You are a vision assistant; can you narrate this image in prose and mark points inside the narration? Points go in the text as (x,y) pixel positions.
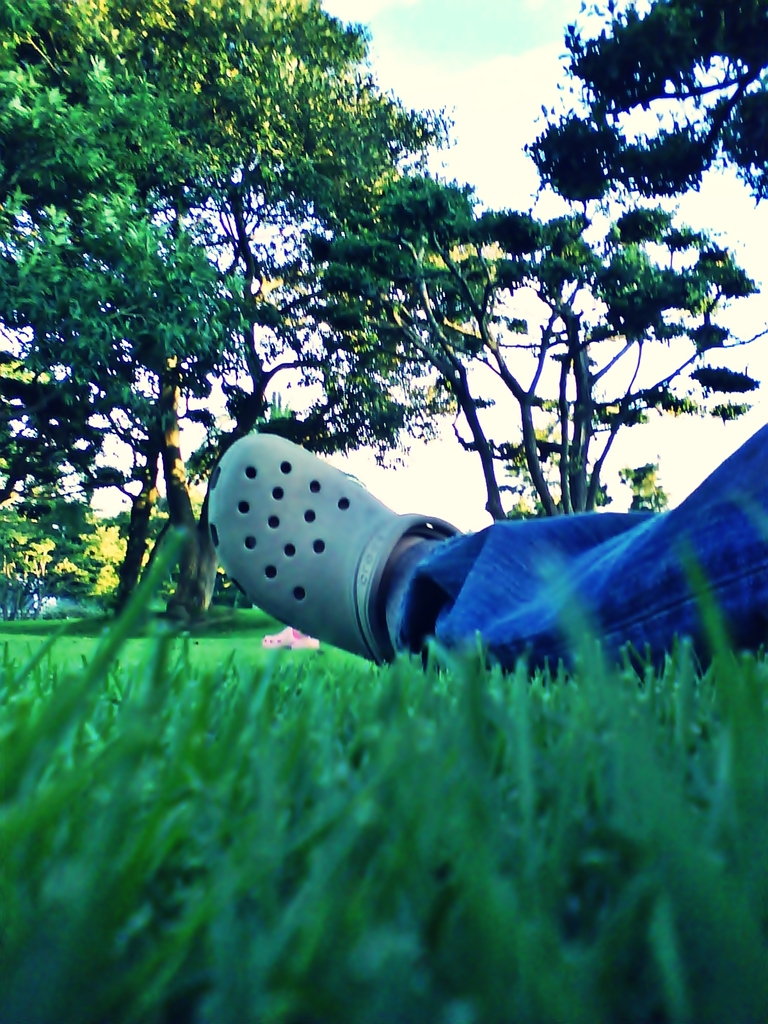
In this image I can see an open grass ground (279,830) and on it I can see a leg (417,576) of a person (546,614). I can see this person (497,585) is wearing a grey colour footwear (393,538) and a blue jeans (460,553). In the background (196,383) I can see number of trees (56,565), the sky (528,119) and a pink colour footwear (297,644) on the ground (279,677).
